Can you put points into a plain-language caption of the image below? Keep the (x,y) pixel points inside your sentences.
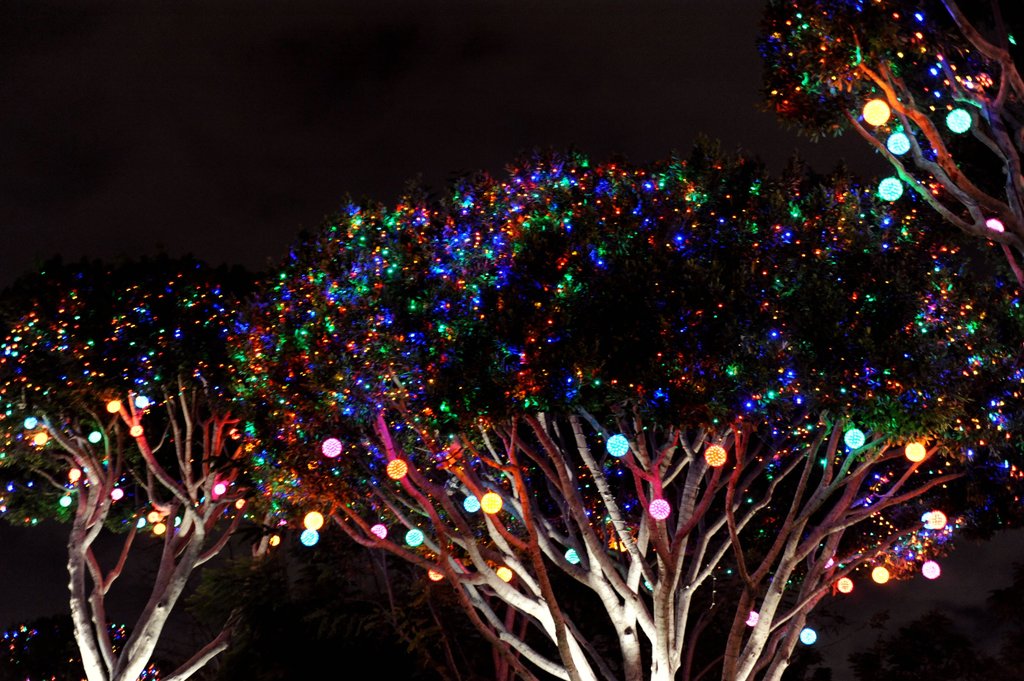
In this image we can see some trees (154,392) with decorative lights (109,403) and the background (321,137) it is dark.
